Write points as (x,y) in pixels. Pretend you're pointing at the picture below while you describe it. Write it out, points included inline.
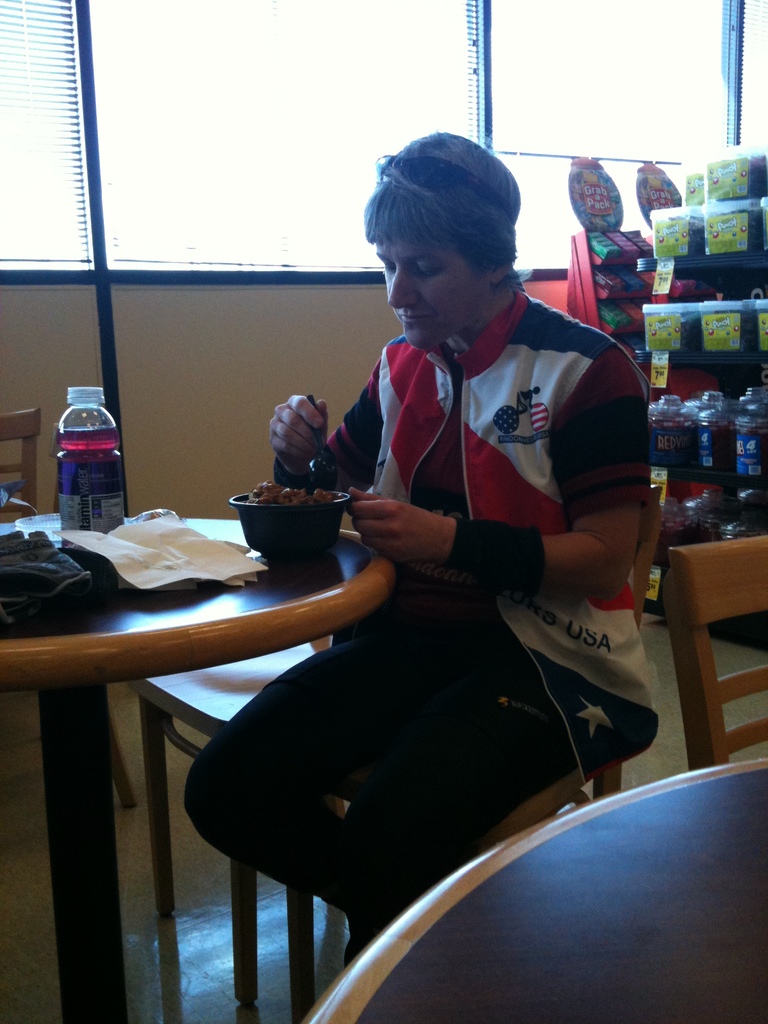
A person (482,434) is sitting on a chair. He is having food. On the table (197,528) there are paper (175,523), bottle (72,493), bowl (258,527) of food (263,494) is there. Behind the person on a rack (721,264) there are bottles (721,427). In the background (324,35) there is glass wall (342,72).
